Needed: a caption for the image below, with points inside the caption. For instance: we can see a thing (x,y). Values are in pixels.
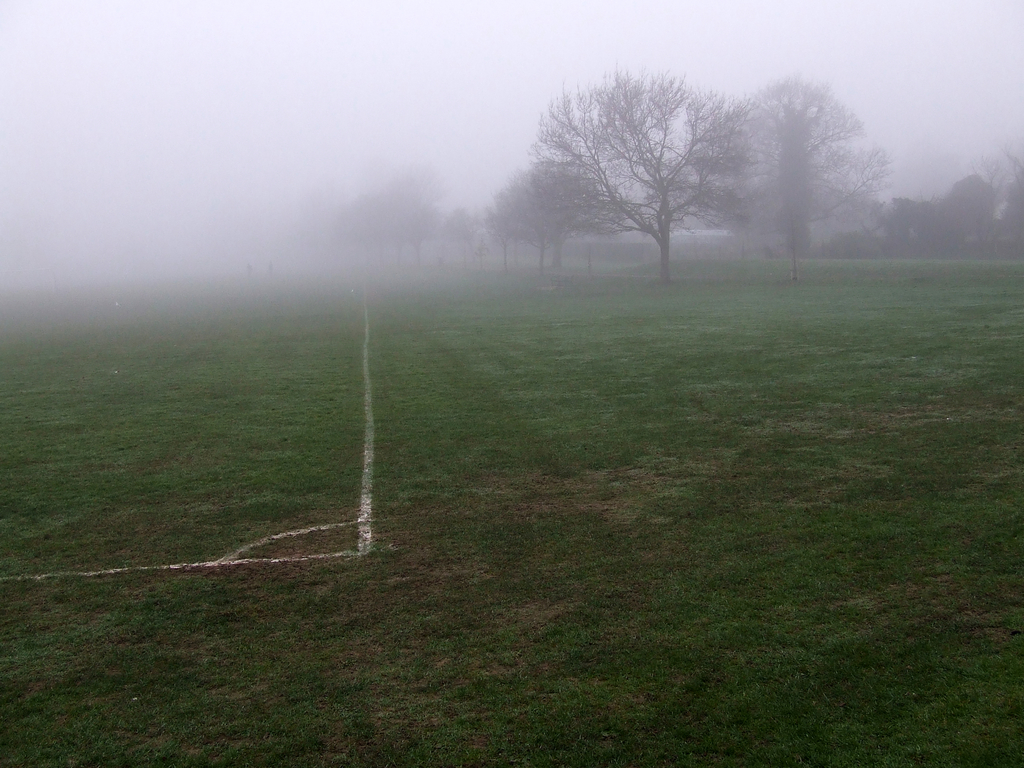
This image is taken outdoors. At the top of the image (357,84) there is the sky (822,60). At the bottom of the image (451,701) there is a ground (170,594) with grass (875,458) on it. In the middle of the image (415,263) there are a few trees (655,183) with stems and branches (591,216).
